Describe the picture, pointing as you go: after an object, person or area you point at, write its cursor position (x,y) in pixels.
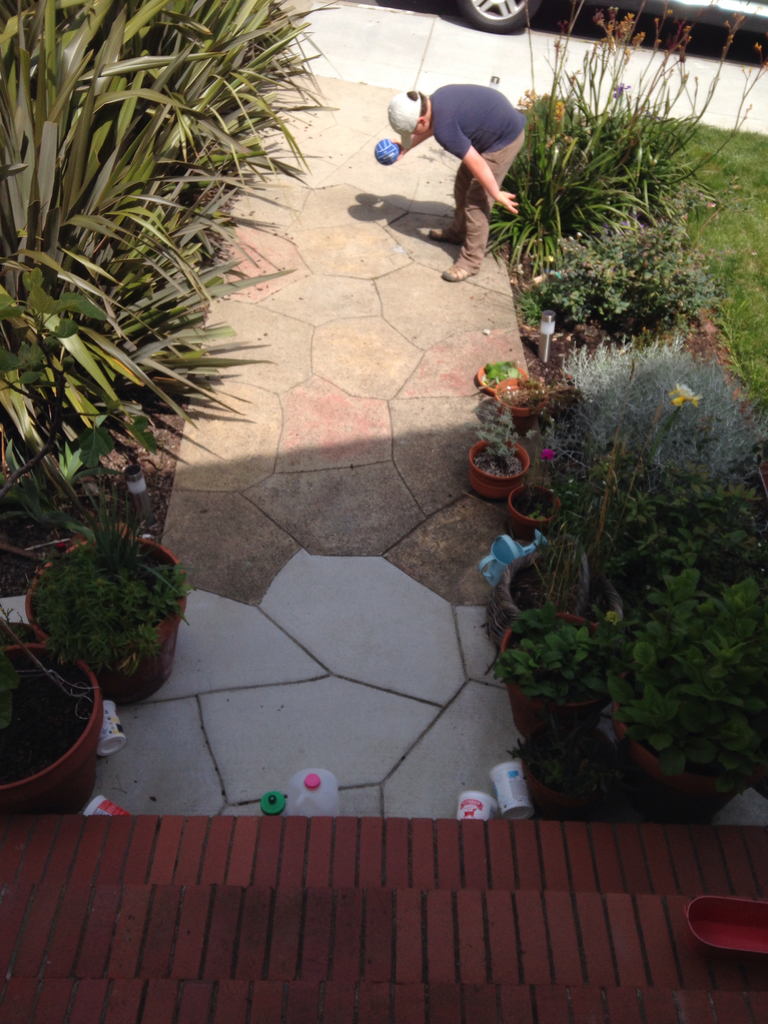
In this picture we can see a boy (407,146) holding a ball (397,149) with his hand (395,139) and standing on a path (380,353), house plants (107,603), trees (203,80) and in the background (530,7) we can see a vehicle (707,8).
